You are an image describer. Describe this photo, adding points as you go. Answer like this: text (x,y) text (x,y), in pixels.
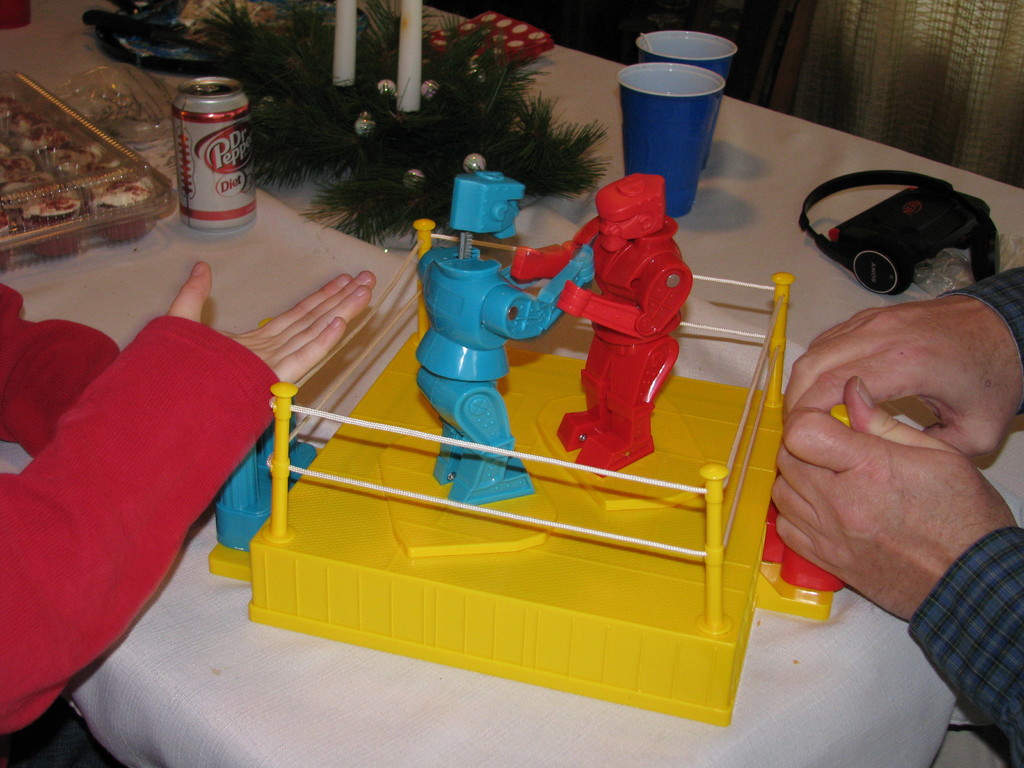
In this picture I can see the hands (895,462) of two persons (867,427), there are glasses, tin (202,152), there is a food item (43,128) in a plastic box (39,161) and there are some other objects (379,143) on the table (318,394), there is a toy robot boxing game (419,466) on the table (258,629).
